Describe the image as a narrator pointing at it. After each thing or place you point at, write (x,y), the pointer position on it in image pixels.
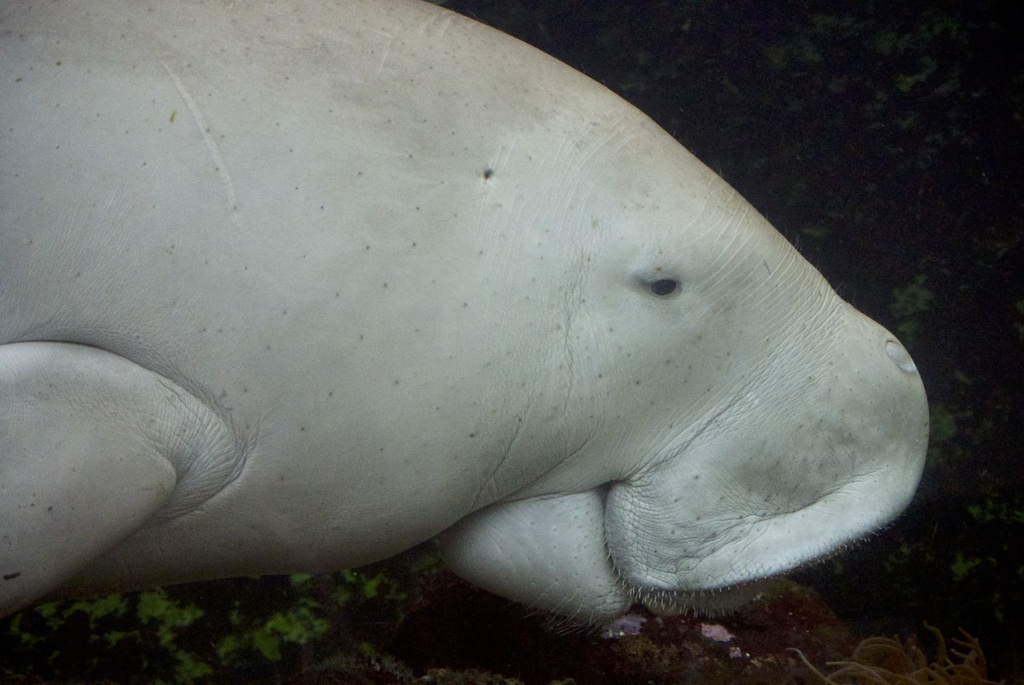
In the foreground of this image (377,370), there is an aquatic animal (432,383) under the water (826,186).
